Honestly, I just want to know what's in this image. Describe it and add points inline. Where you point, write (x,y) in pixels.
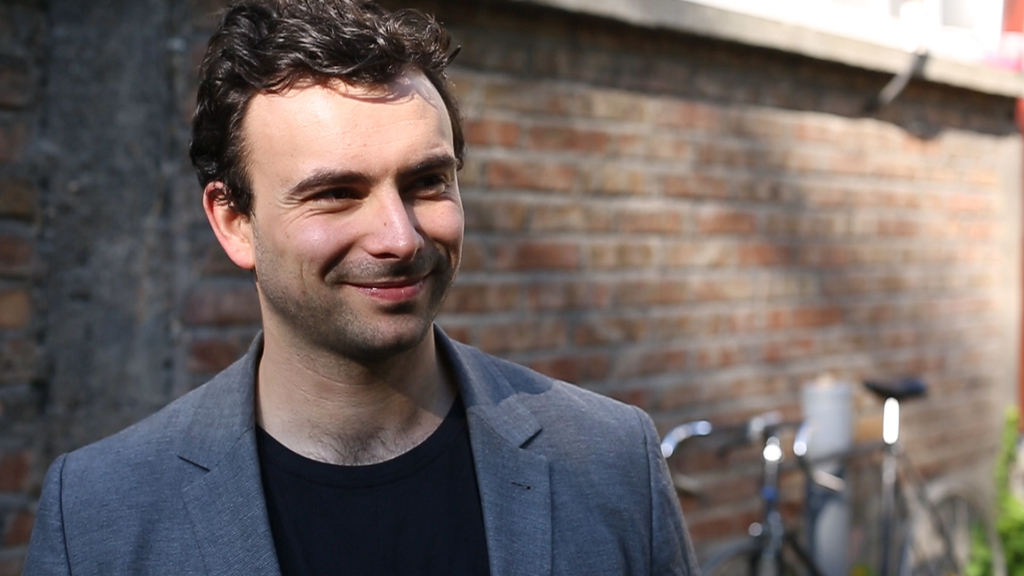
In this image we can see a person (327,372). Behind the person (430,276) we can see a wall (684,328) and a bicycle (771,525).
